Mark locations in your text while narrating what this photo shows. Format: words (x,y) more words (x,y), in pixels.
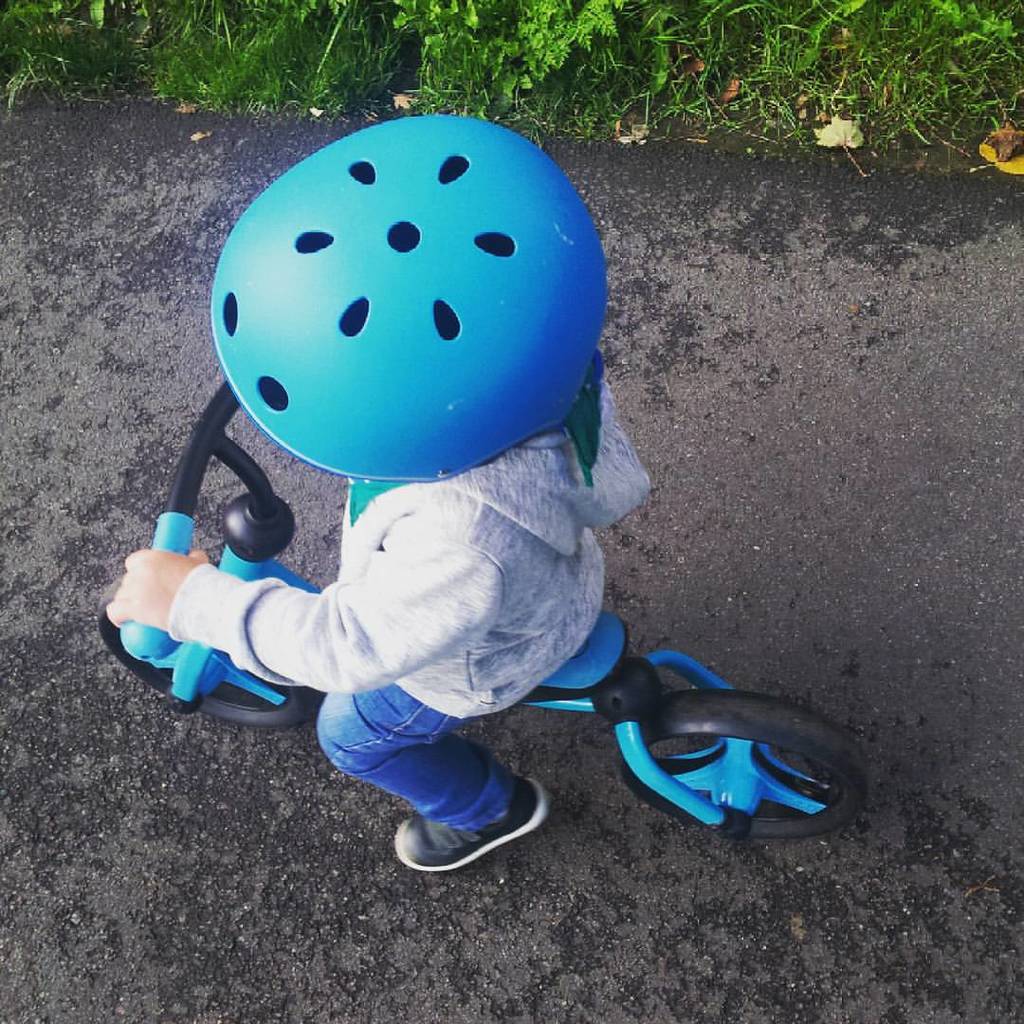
In this image we can see a kid (546,639) sitting on the bicycle (574,657) wearing a helmet (425,476) on the road (106,473). In the background (376,94) we can see grass (624,63) and dried leaves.
